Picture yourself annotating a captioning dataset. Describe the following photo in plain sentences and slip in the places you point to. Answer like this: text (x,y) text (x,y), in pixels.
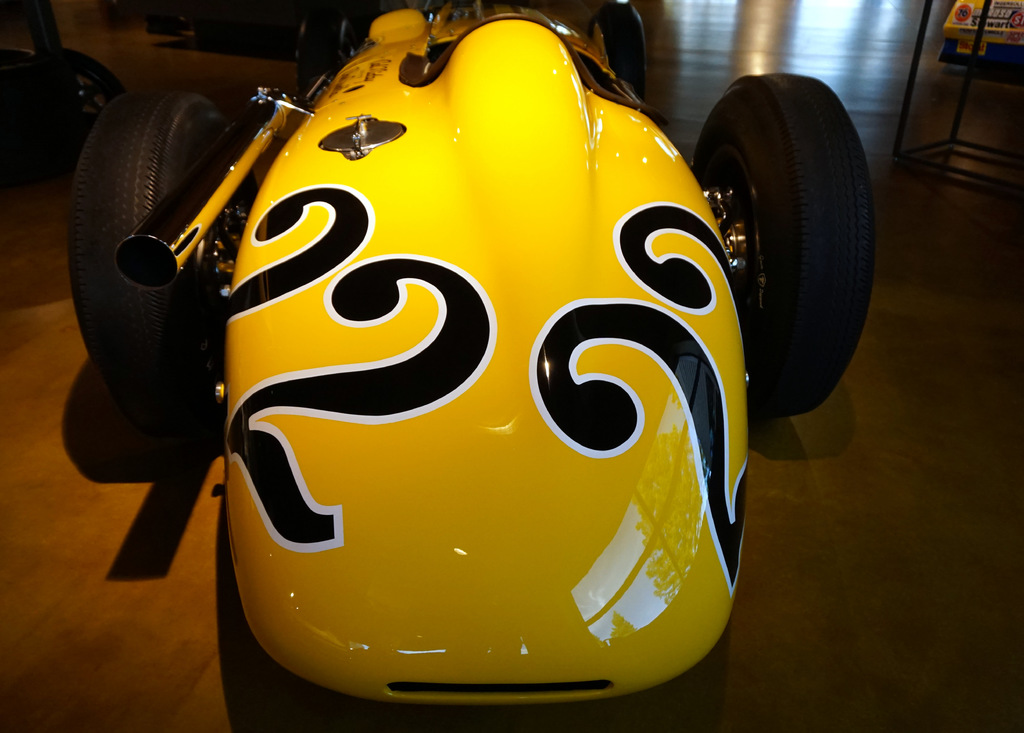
In this image there is a yellow vehicle (436,378). In the background (91,98) there are few other vehicles (953,35) on the floor (700,83).
